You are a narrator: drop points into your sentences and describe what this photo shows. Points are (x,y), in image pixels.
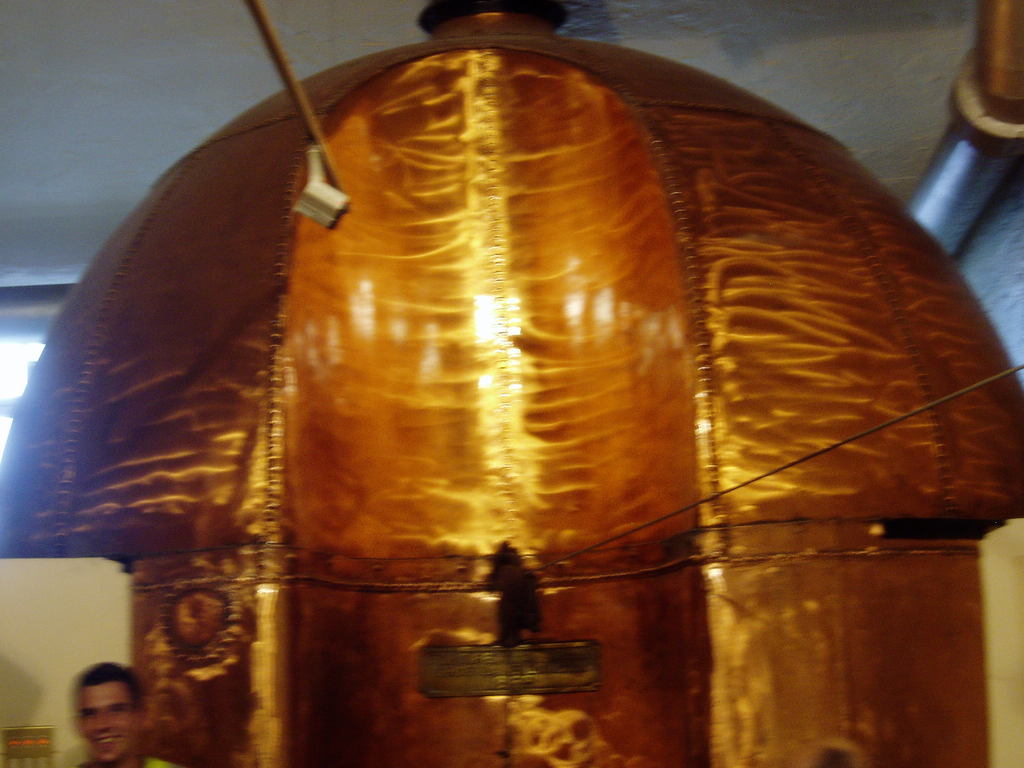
In this image we can see object (468,368) which is in golden color and a person (122,721) standing near the object (162,563).
